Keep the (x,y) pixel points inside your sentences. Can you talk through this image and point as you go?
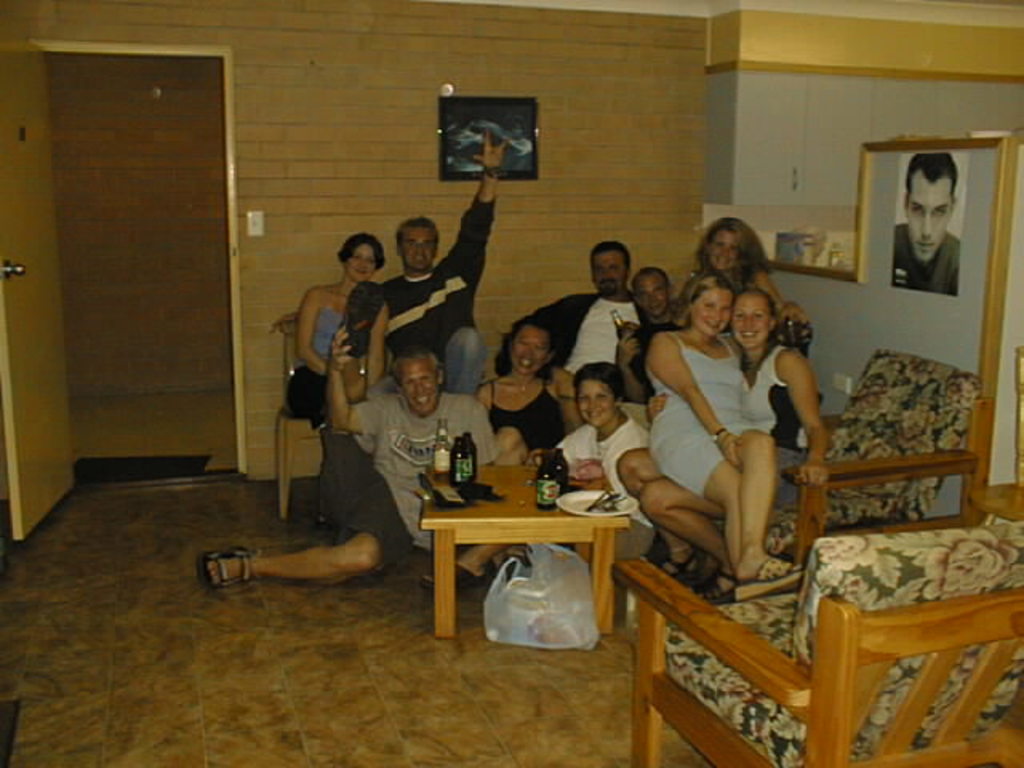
In this picture there are a group of people (385,445) sitting some of them are sitting on the floor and sitting on the chair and table (522,535) in front of them with the plate (587,505) the beer bottle (538,473) kept on the table (500,478) and the background (279,50) is a door (10,83) on the left side (119,355) and the brick wall (483,78) with some photo frame (528,175).
